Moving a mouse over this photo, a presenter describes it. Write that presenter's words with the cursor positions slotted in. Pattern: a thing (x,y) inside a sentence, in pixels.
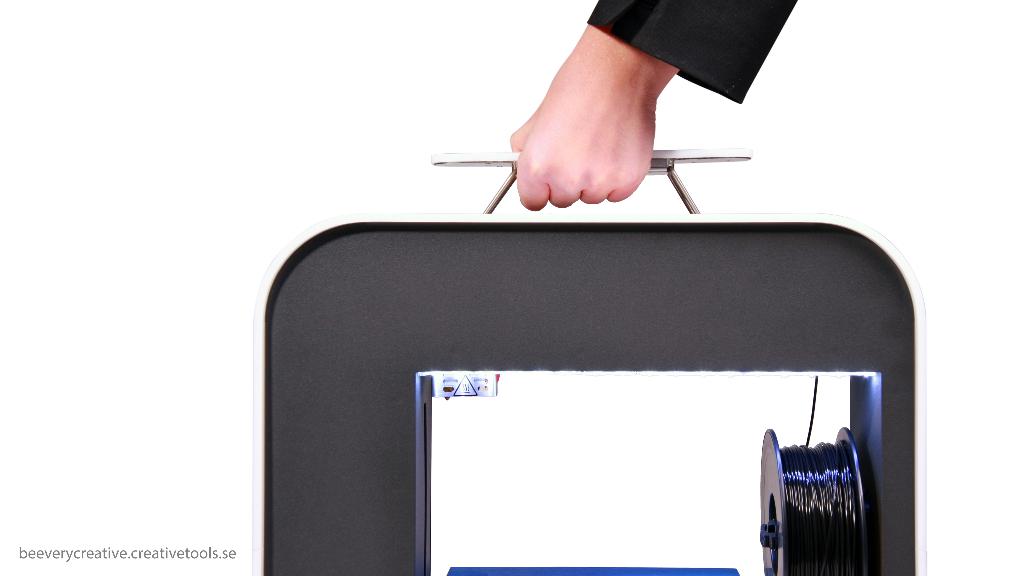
In the image there is a person (611,135) holding a stand (677,150) of something and we can also see wires (806,486) on it.
